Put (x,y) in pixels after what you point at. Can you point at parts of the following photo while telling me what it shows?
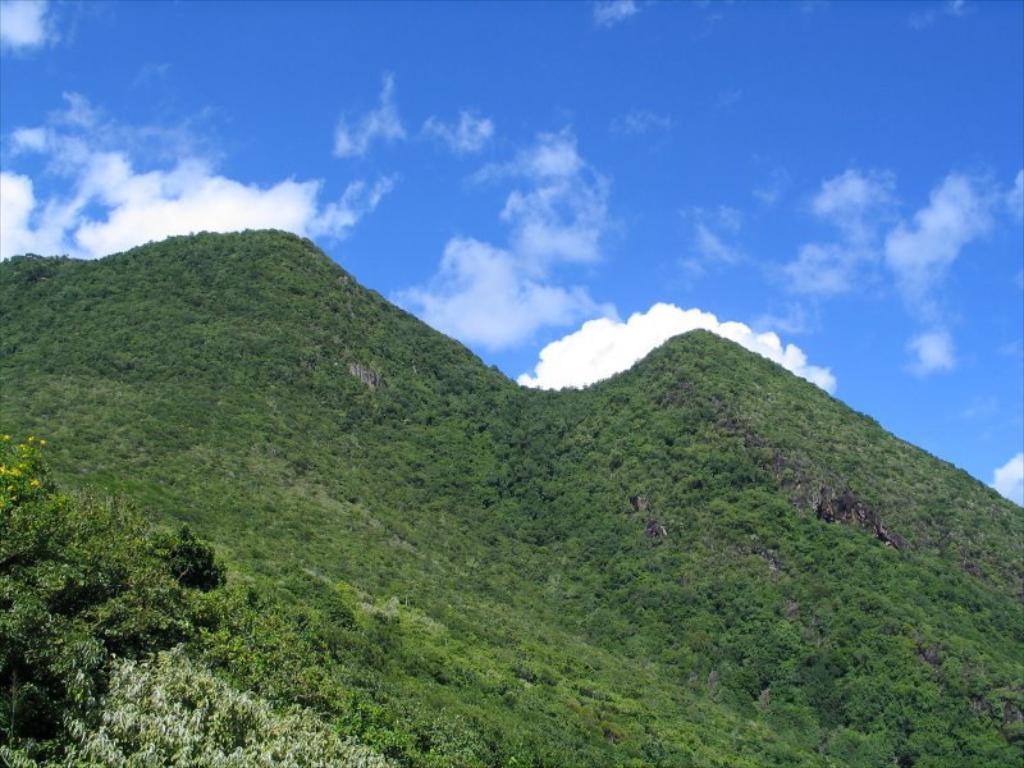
In this image we can see mount scenery (531,487) that includes greenery surface (850,473) and blue sky (534,317).
